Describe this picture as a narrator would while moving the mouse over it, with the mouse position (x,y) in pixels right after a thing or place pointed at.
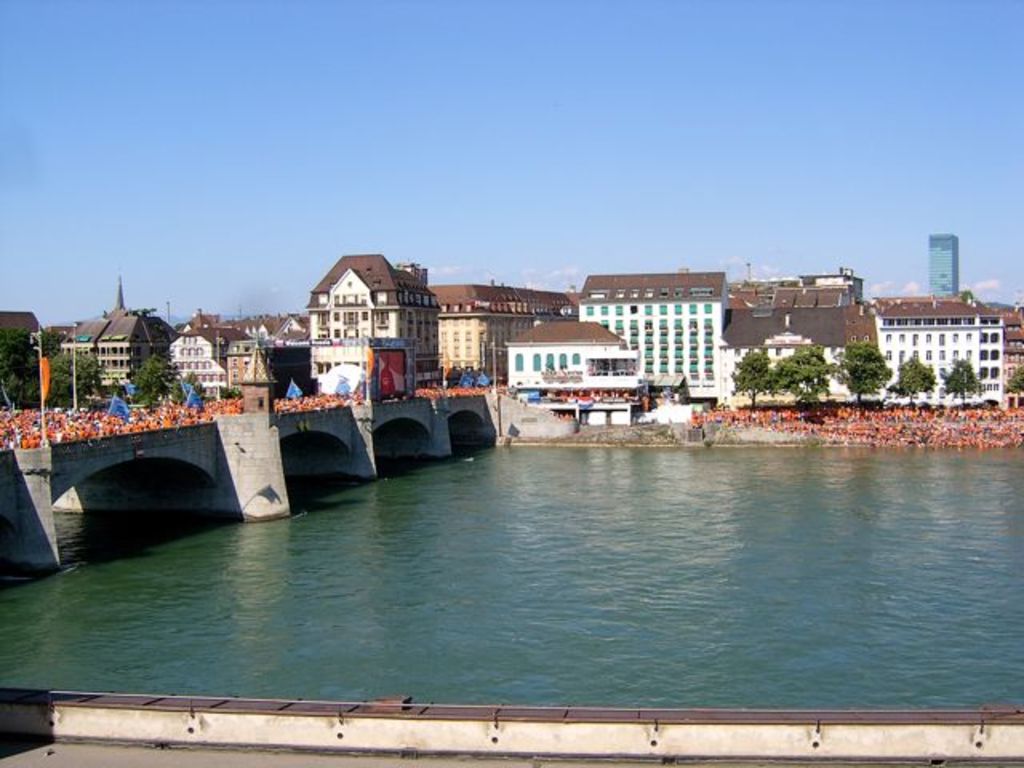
In the image there is a lake (447,582) in the front (307,527) with a bridge (11,451) on the left side (30,477) and many people (52,422) walking on it and behind there are many buildings (396,324) with trees (873,359) in front of it and above its sky (385,110).
